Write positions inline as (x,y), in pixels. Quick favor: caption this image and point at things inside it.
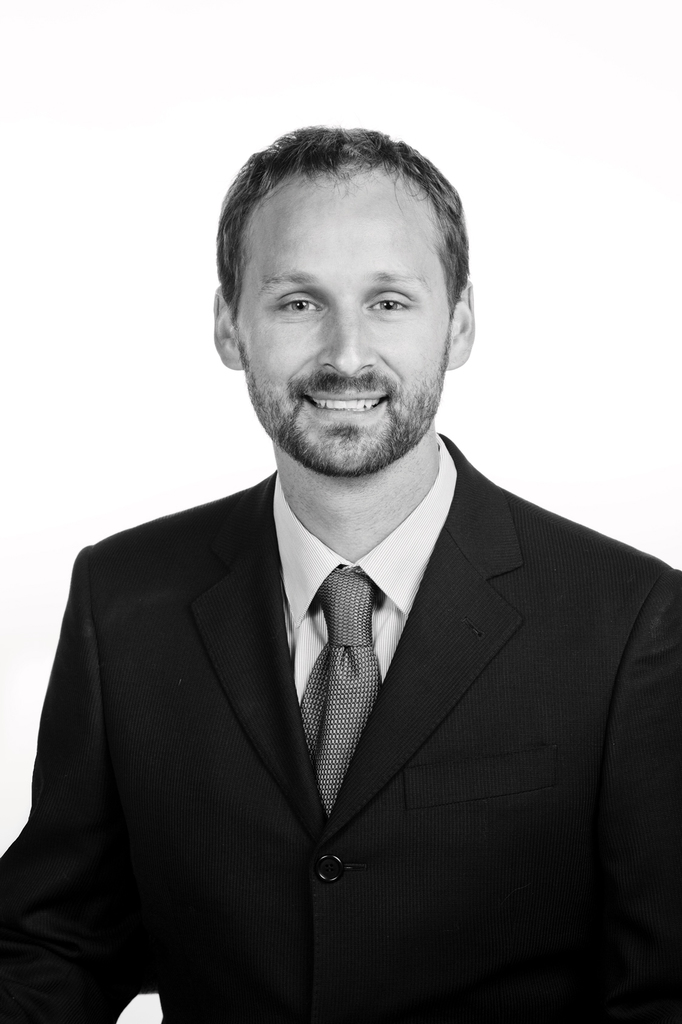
There is a man (191,721) smiling. In the background (171,60) it is white.
